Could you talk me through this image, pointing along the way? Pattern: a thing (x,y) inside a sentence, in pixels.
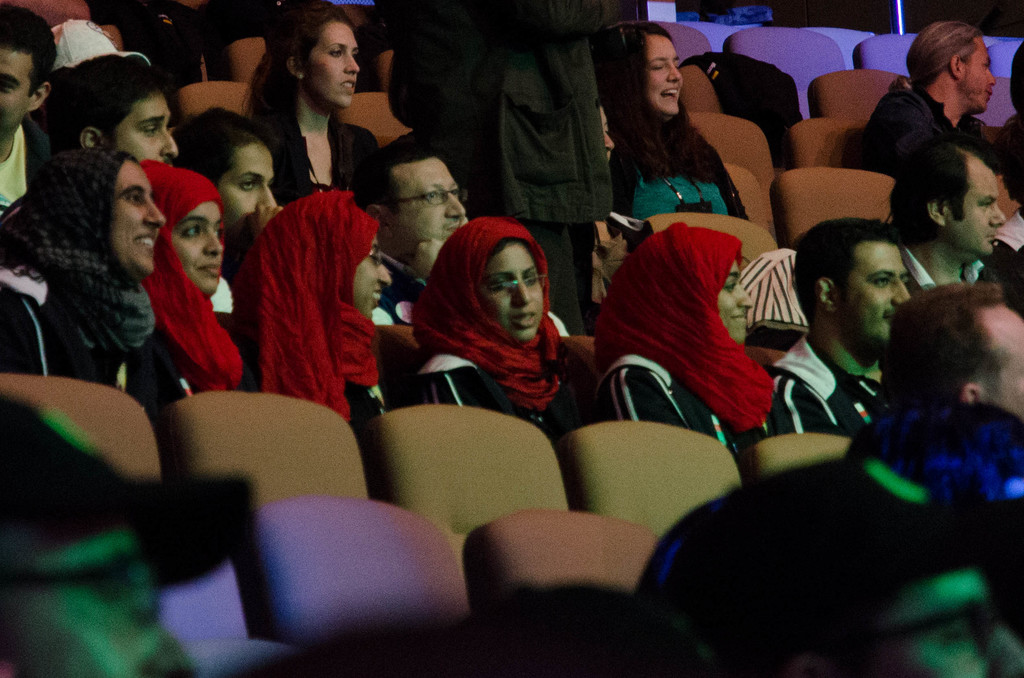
In this image we can see few persons (345,323) are sitting on the chairs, empty chairs (290,611) and a person (420,32) is standing.
